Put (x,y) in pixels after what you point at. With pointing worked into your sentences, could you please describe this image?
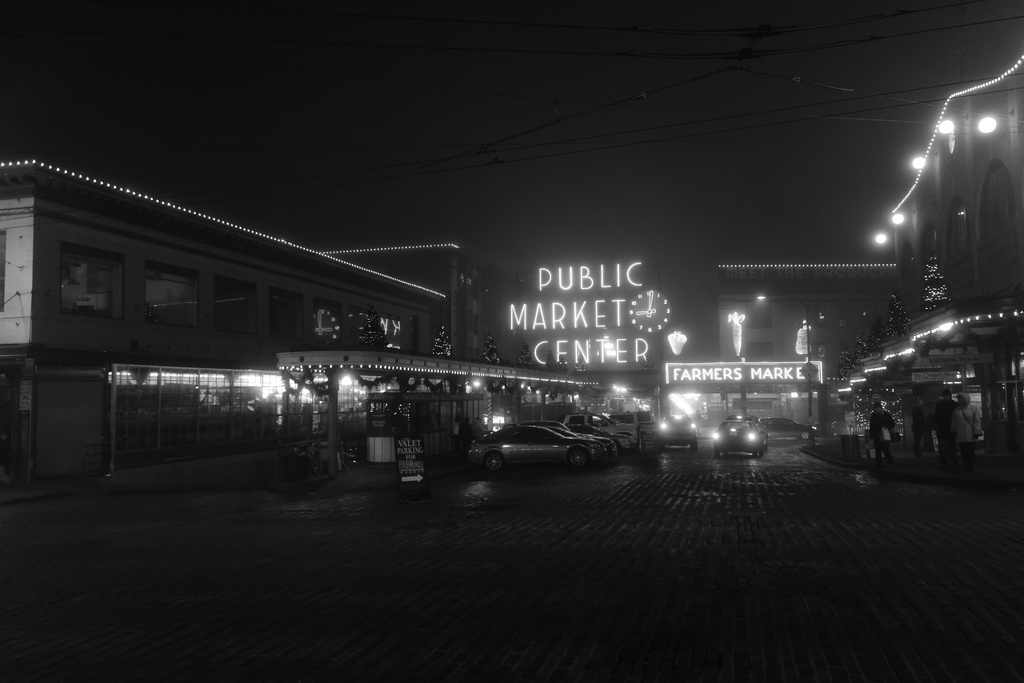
In this image in the middle (633,445), there are cars (662,422), buildings (626,377), road (710,488), text (636,344), lights (504,387) and trees (935,257). The background is dark.
